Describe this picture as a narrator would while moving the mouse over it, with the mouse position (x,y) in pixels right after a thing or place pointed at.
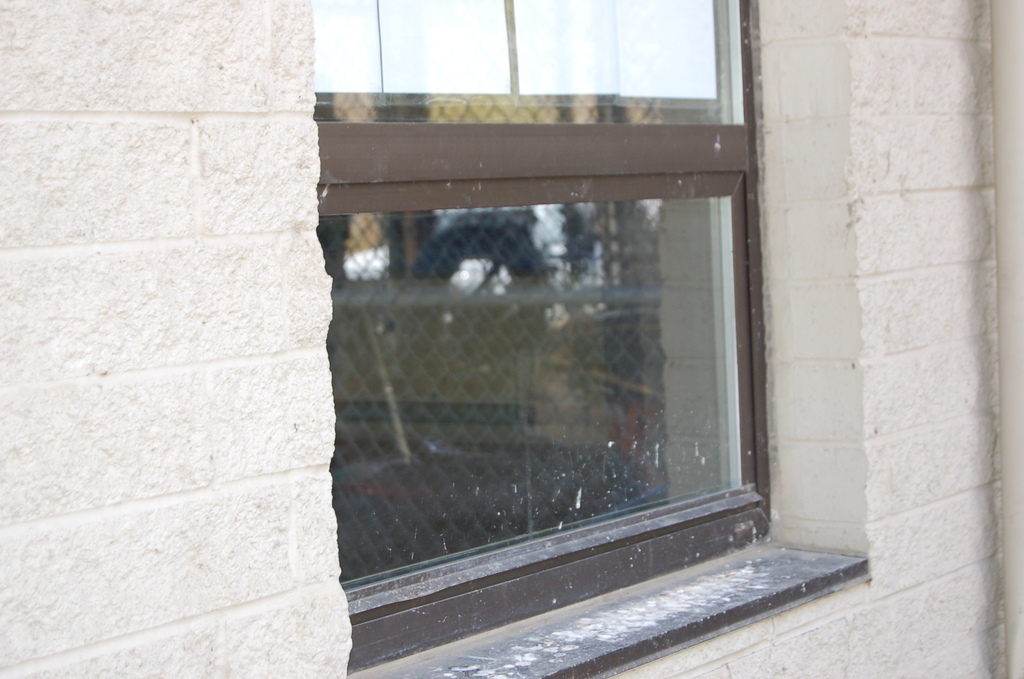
In this picture I can see the glass windows (540,336) in the middle (581,350). There is the wall (313,484).
